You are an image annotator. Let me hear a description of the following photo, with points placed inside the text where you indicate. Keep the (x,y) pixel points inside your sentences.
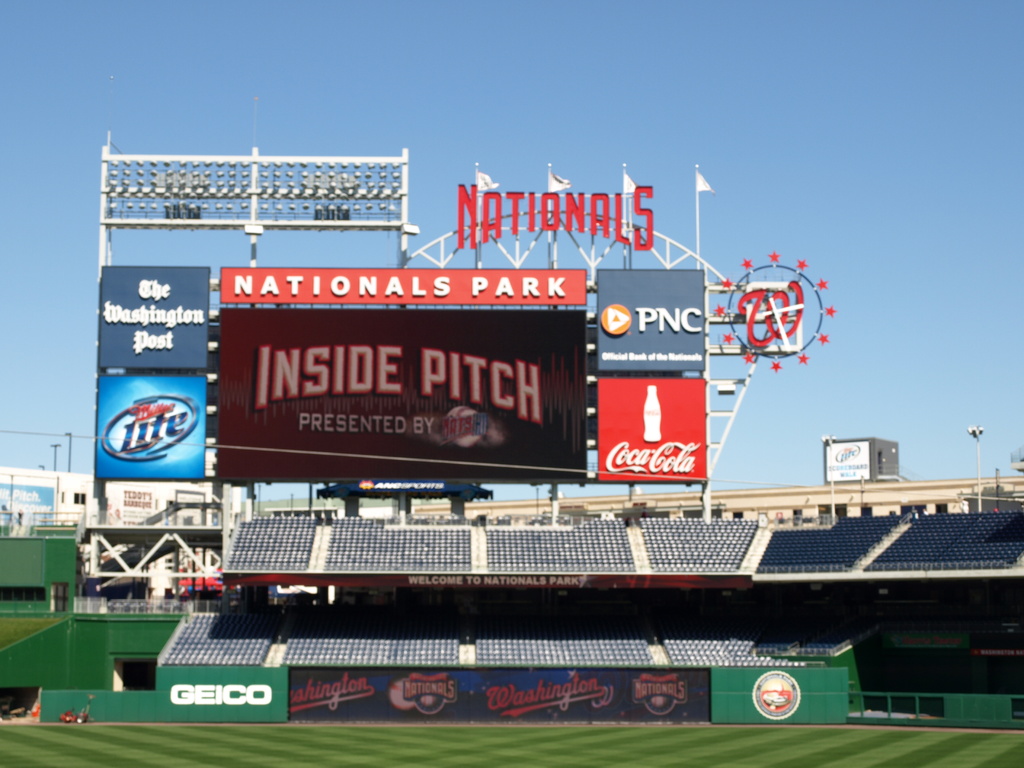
In this image we can see baseball stadium (235,748), some buildings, some objects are on the surface (433,734), four flags (696,219), some banners (216,682), so many lights (308,184) and so many hoardings (492,407) with text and pictures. At the top (470,87) there is the sky (1000,445).
